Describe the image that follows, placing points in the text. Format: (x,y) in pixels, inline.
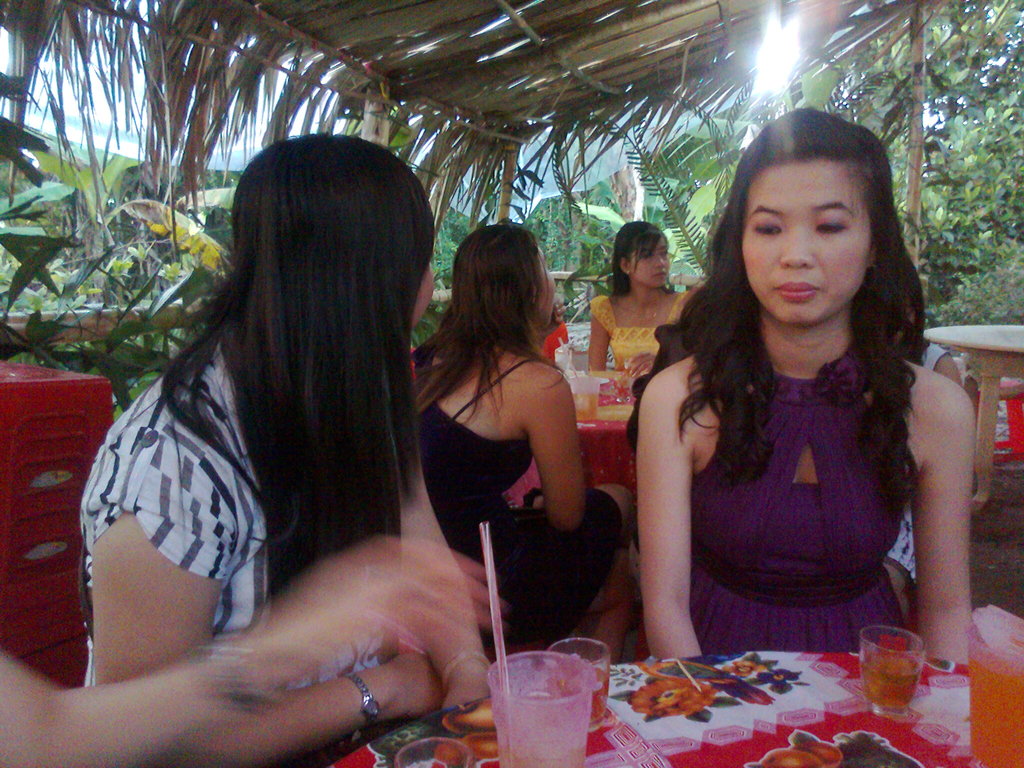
In front of the image there are two women (418,508) sitting on chairs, in front of them on the table (684,711) there are some objects (570,660), behind them there are a few other woman (542,426) sitting. Around them there are tables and chairs (82,439), on the tables (569,392) there are some objects (572,379). Behind them there are trees (116,325). At the top of the image (348,29) there is a dry grass rooftop (441,50) supported with wooden poles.
